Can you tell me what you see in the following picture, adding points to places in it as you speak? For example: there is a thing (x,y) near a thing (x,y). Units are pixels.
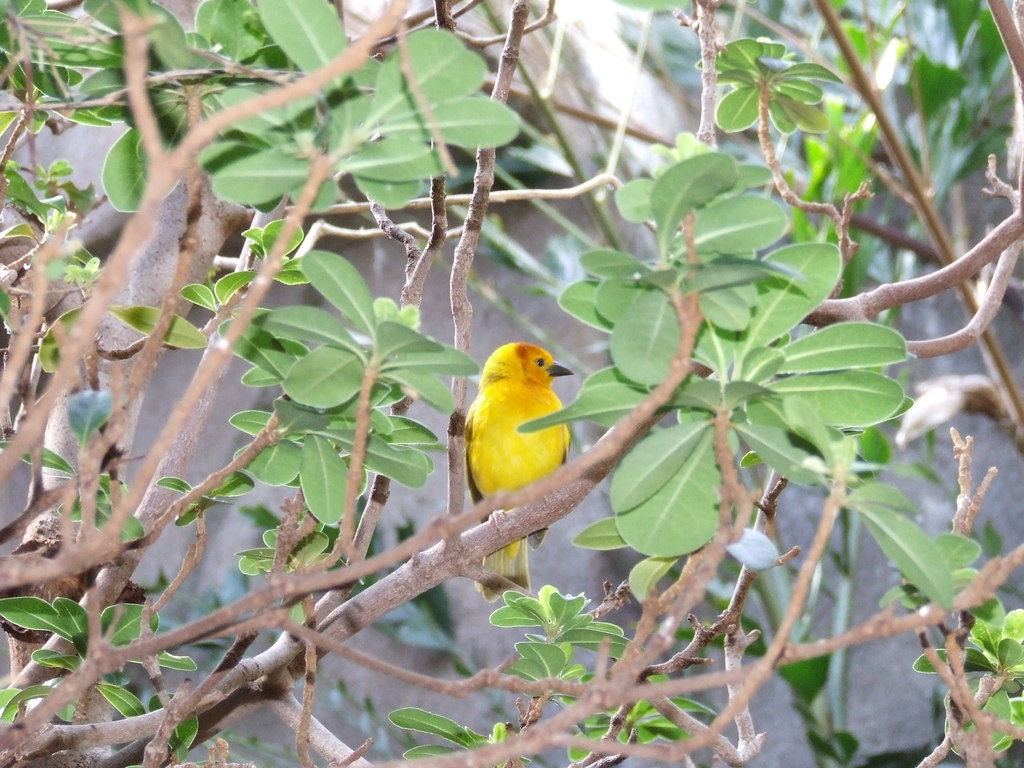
In this picture I can see there is a yellow bird (533,395) sitting on the branch (640,434) of the tree (687,466) and there are leaves (415,388) and trees (258,660). In the backdrop (427,424) there is a rock (851,655).
